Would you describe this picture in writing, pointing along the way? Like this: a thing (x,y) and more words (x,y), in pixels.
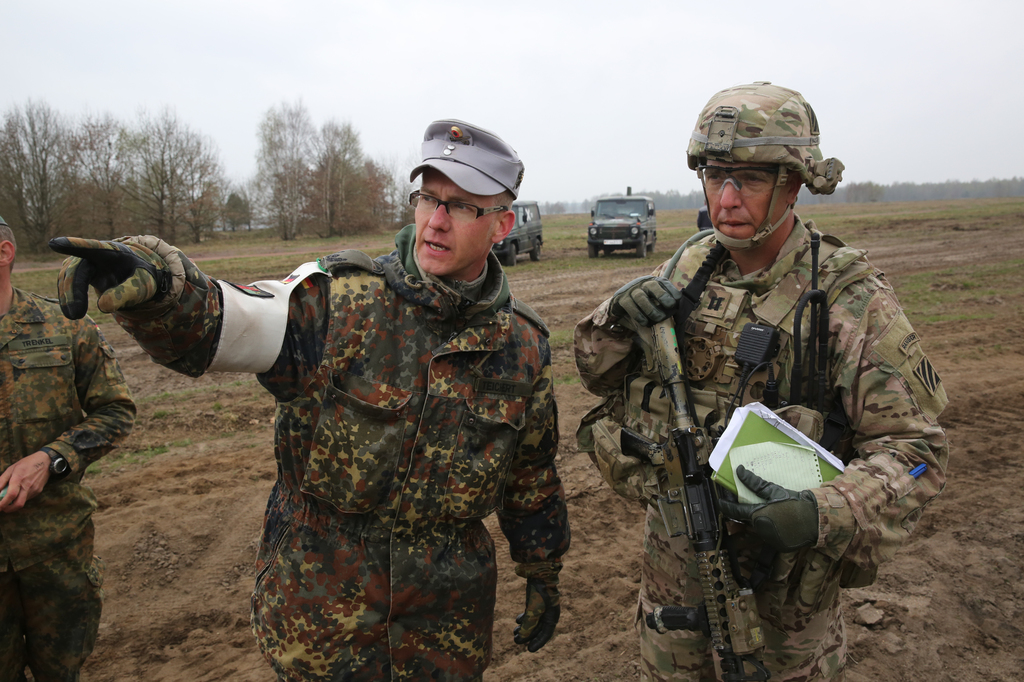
In this picture I can see 3 men (190,294) in front (36,519) who are wearing army uniform (764,311) and I see that the man (667,401) on the right (727,337) is carrying a gun (748,644) and a book (749,462). In the middle of this picture (572,295) I see the land (1007,401) on which there are 2 cars (617,209). In the background (313,217) I see number of trees (301,149) and I see the sky (718,63).
